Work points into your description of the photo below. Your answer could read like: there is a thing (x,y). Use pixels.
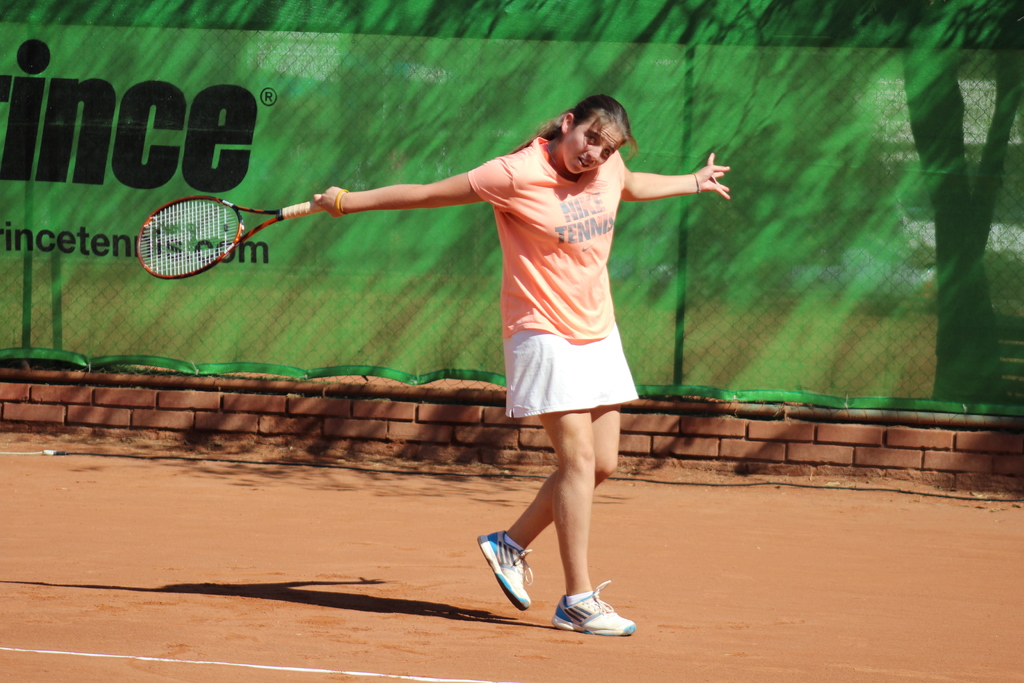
in the picture there is a woman (569,497) walking swinging a tennis racket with her hand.
